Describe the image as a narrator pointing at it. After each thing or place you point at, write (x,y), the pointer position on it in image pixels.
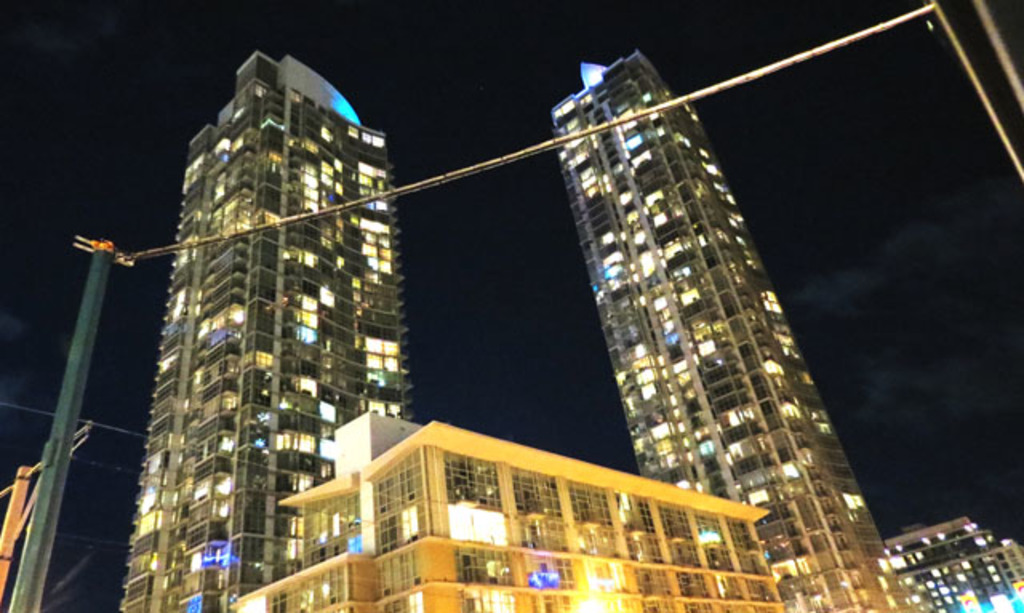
In this image I can see few buildings (373,400) and on the left side of this image (35,594) I can see few poles (18,597).
